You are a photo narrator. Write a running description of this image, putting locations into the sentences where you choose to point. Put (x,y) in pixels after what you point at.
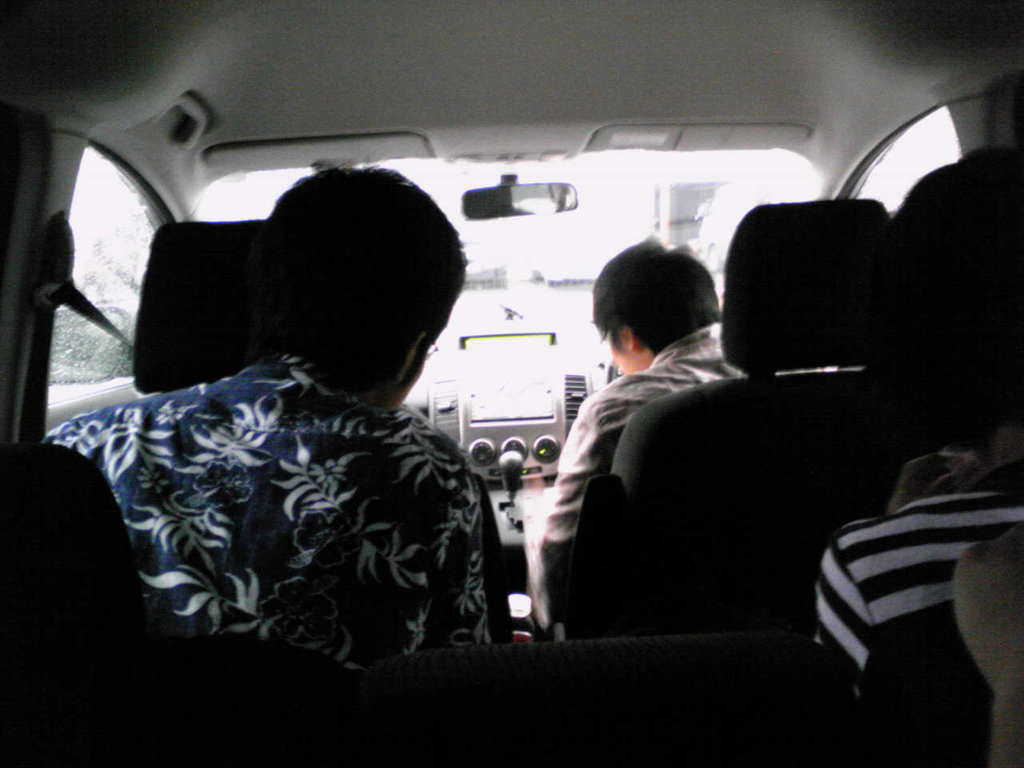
In this image there are persons (360,430) sitting inside the car (839,517), there are seats (222,319), there is a mirror (532,199) and windshield (499,226), there are side windows (119,267) and there are objects (493,447) which are grey and black in colour.
